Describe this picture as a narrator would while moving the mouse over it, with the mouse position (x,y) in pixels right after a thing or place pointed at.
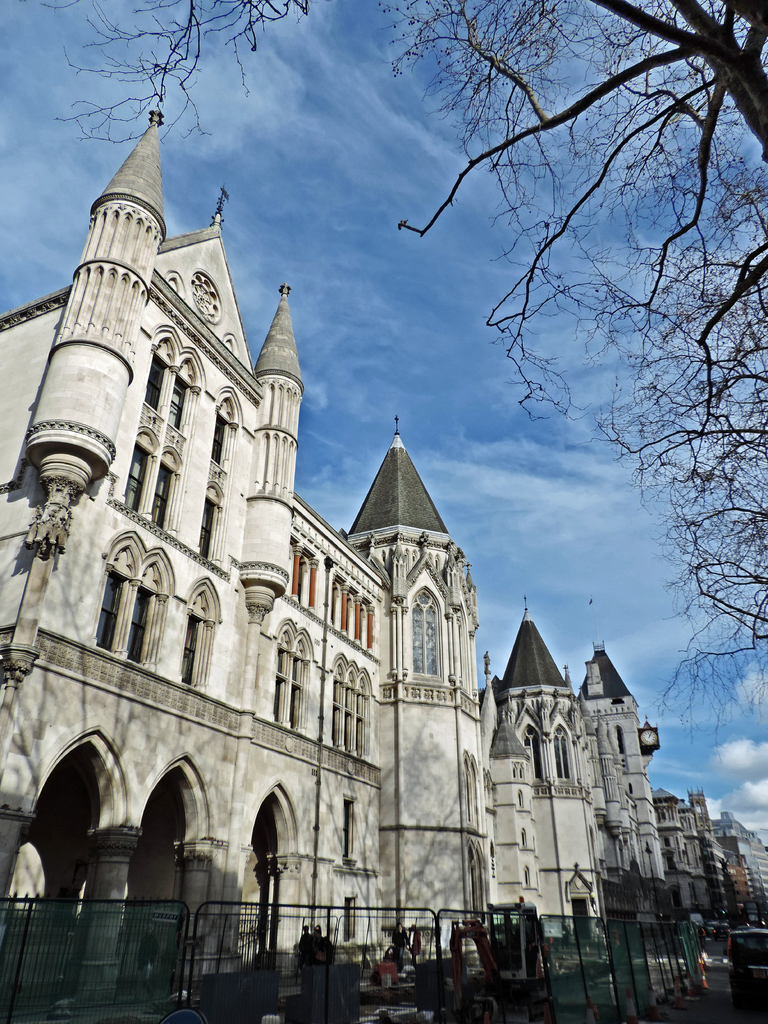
In this image, we can see buildings (404,676), walls (484,767), pillars (85,950) and glass windows (472,820). At the bottom (215,1006), we can see vehicles (721,928), roads (725,1003), grills (592,972) and few objects (225,1014). On the right side of the image (696,285), we can see tree stems (756,205) and branches (692,111). Background (297,139) there is the sky (519,483).
